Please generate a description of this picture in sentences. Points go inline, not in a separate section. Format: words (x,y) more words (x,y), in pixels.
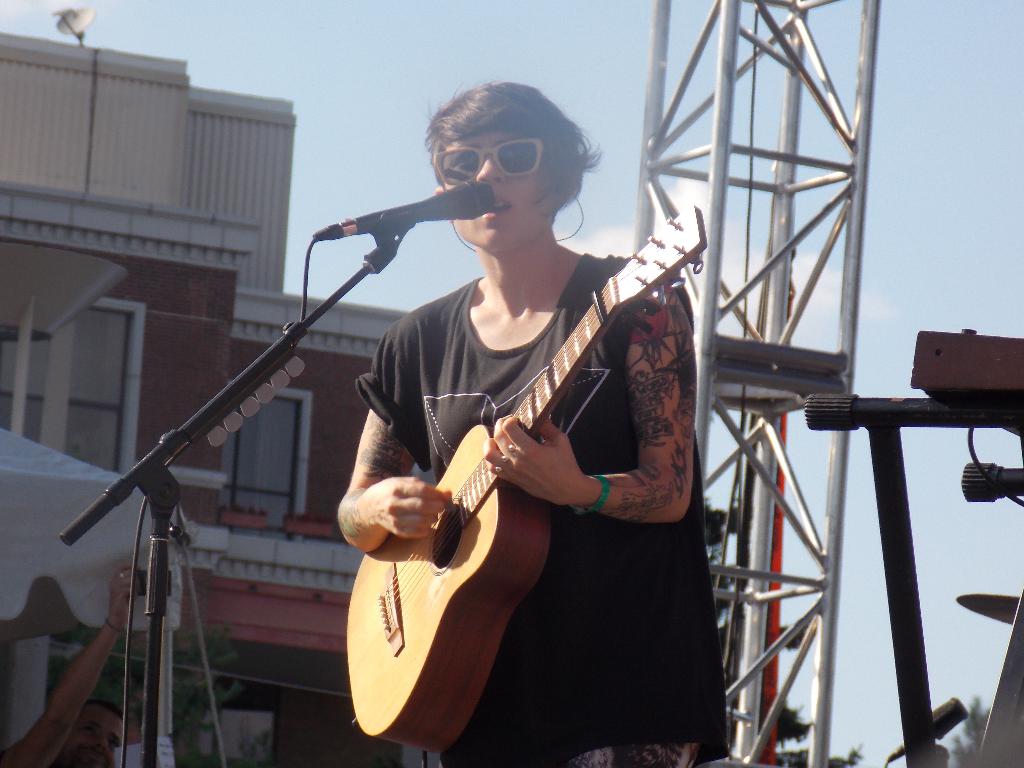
This image is clicked outside. The woman (594,677) is wearing black t-shirt (551,554) and playing guitar (436,568). In front of her there is a mic (349,235) along with mic stand (150,486). In the background (144,180), there is a building (186,172) and stand (784,112).
